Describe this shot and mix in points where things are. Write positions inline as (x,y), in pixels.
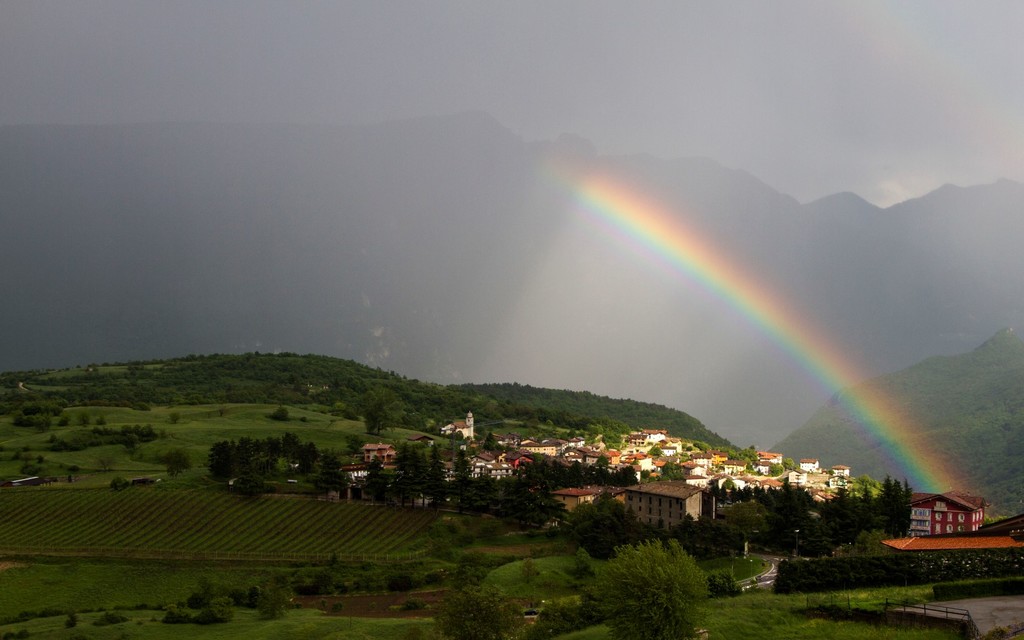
On the right side (1013,537), there is a rainbow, there are buildings (828,493), trees (828,536), plants (822,580) and grass (749,594) on the ground (719,631). On the left side (138,401), there are trees (232,443), buildings (416,436), plants (144,440) and grass (246,430) on the ground (475,547). In the background (1018,425), there are mountains (994,339) and there are clouds (449,56) in the sky (794,42).
